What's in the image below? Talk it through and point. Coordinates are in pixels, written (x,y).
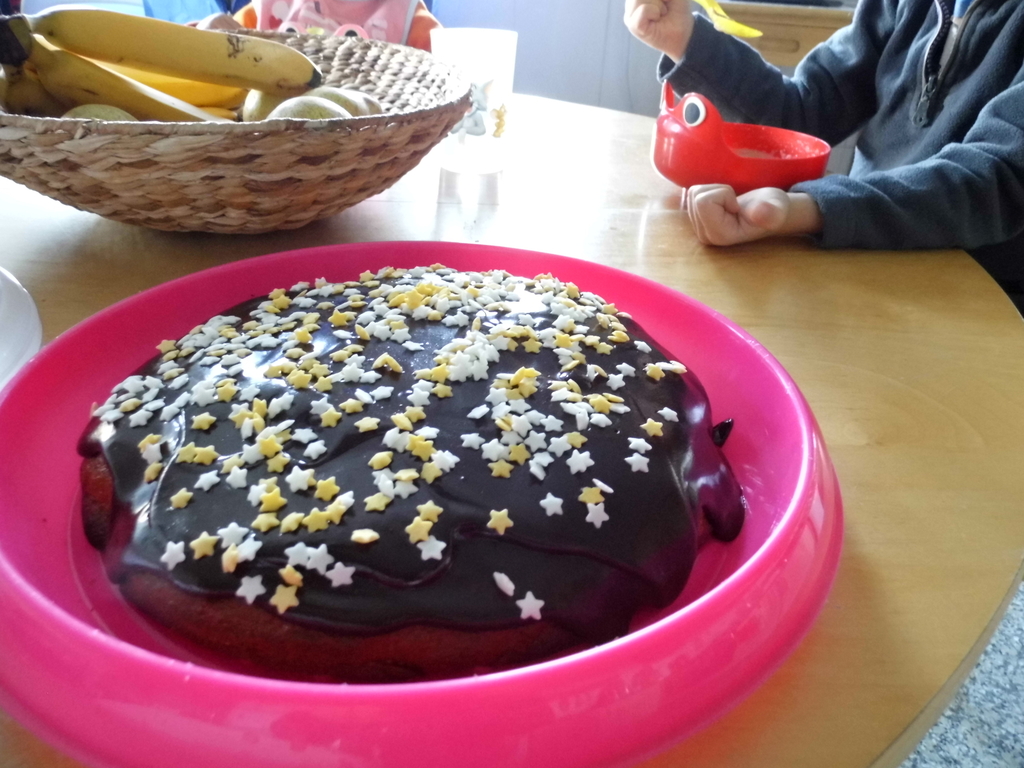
In this image, there is a table (929,412), on that table (936,428) there is a pink color plate (538,748), in that plate (23,602) there is a cake (414,664), there are some bananas (44,74) and there is a person (927,188) sitting at the right side (994,77).
